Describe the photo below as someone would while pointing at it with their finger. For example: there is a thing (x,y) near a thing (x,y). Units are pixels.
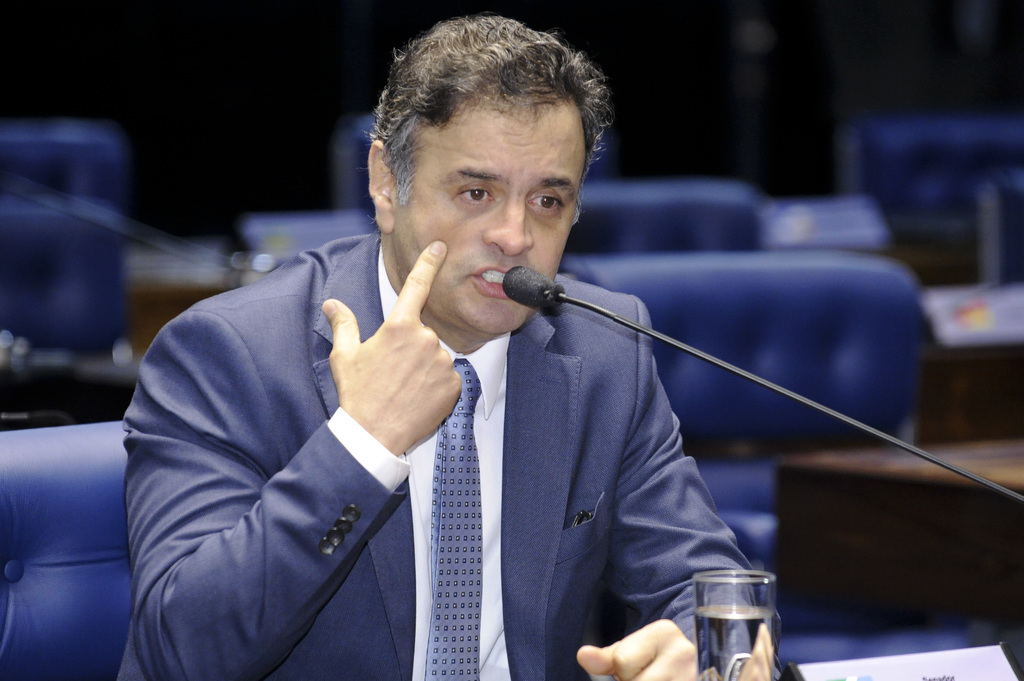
In this picture there is a man (605,330) in the center of the image (630,409) and there is a mic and a glass of water (703,647) in front of him and there are chairs (67,326) behind him.
